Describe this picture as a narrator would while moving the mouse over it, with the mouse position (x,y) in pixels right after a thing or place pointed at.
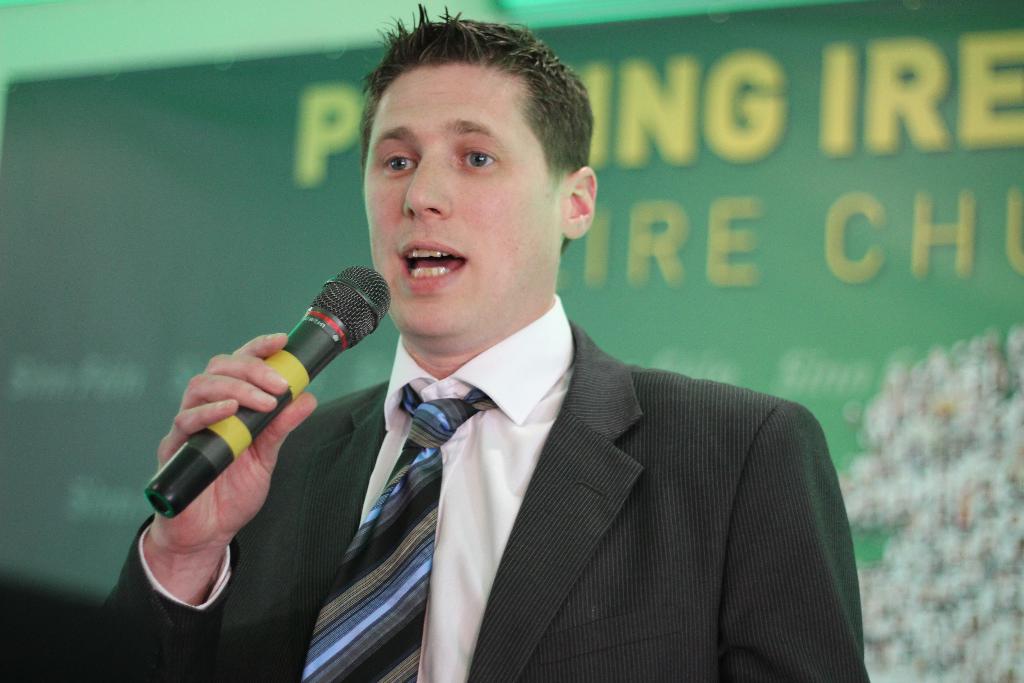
This picture shows a Man (412,306) Standing and speaking with the help of a microphone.
